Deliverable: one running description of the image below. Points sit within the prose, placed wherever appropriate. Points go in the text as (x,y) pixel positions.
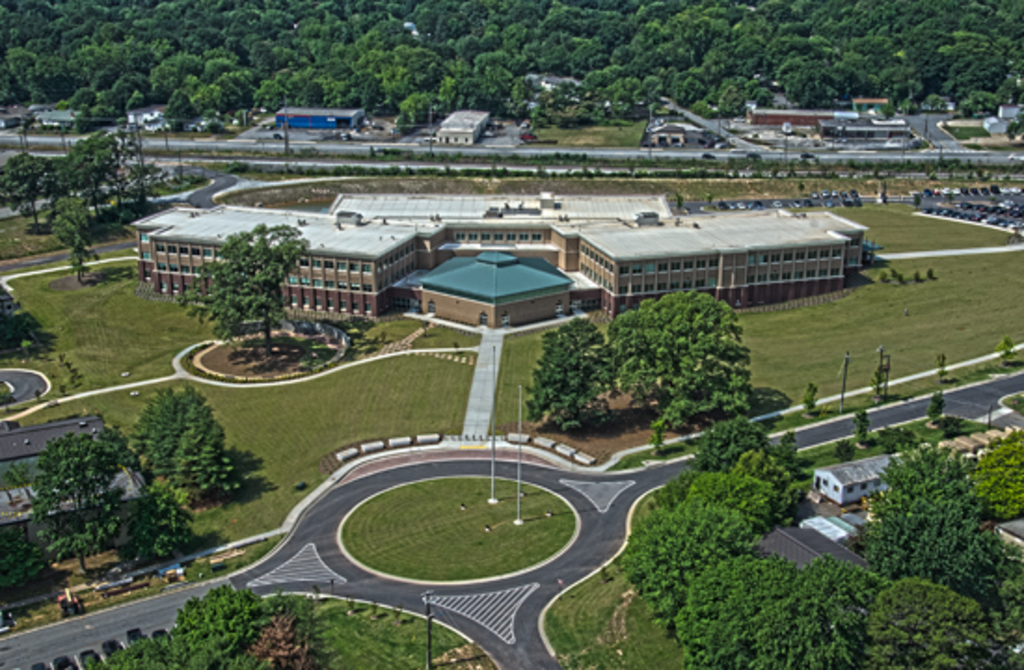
This picture is clicked outside. In the center (388,398) we can see the green grass (97,401), trees (684,341) and the roads (296,579) and we can see the houses (860,487) and buildings (555,297). In the background (665,63) we can see the trees (236,24), group of vehicles (958,193), roads (958,157), grass (976,132) and metal rods (285,131) and many other objects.
